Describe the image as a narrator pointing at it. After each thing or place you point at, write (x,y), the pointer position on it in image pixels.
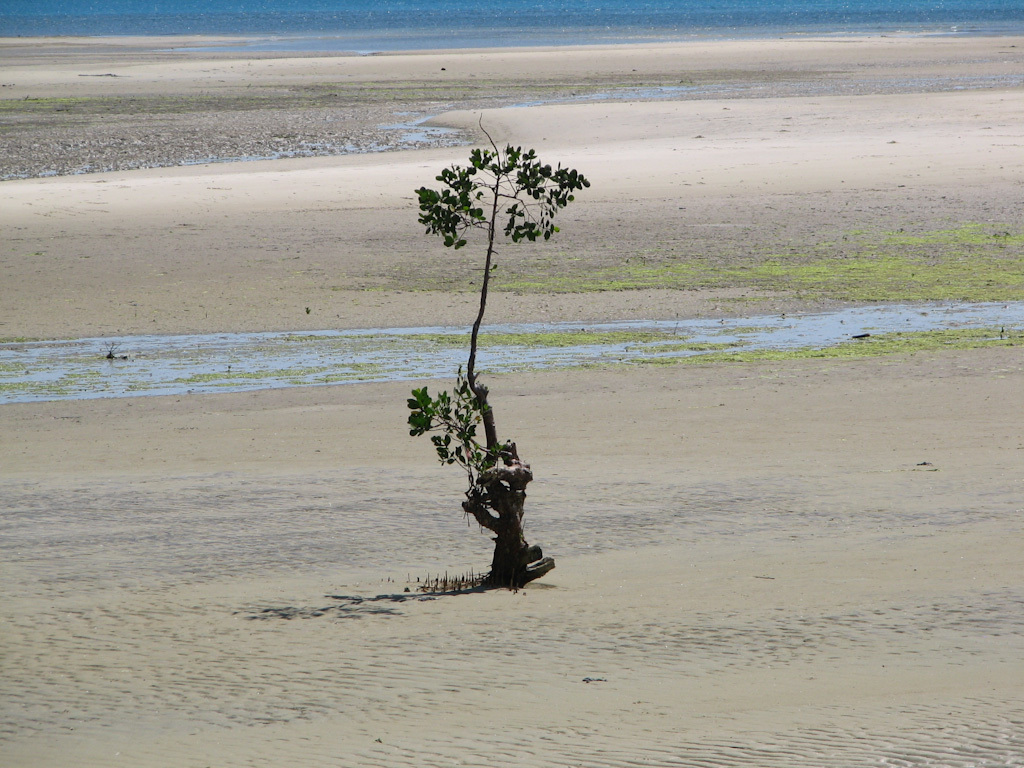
Here in this picture we can see a plant (512,489) present on the ground (489,598) and we can see some part of ground (663,361) is covered with grass (923,288) and we can also see water (547,38) present in the far.
